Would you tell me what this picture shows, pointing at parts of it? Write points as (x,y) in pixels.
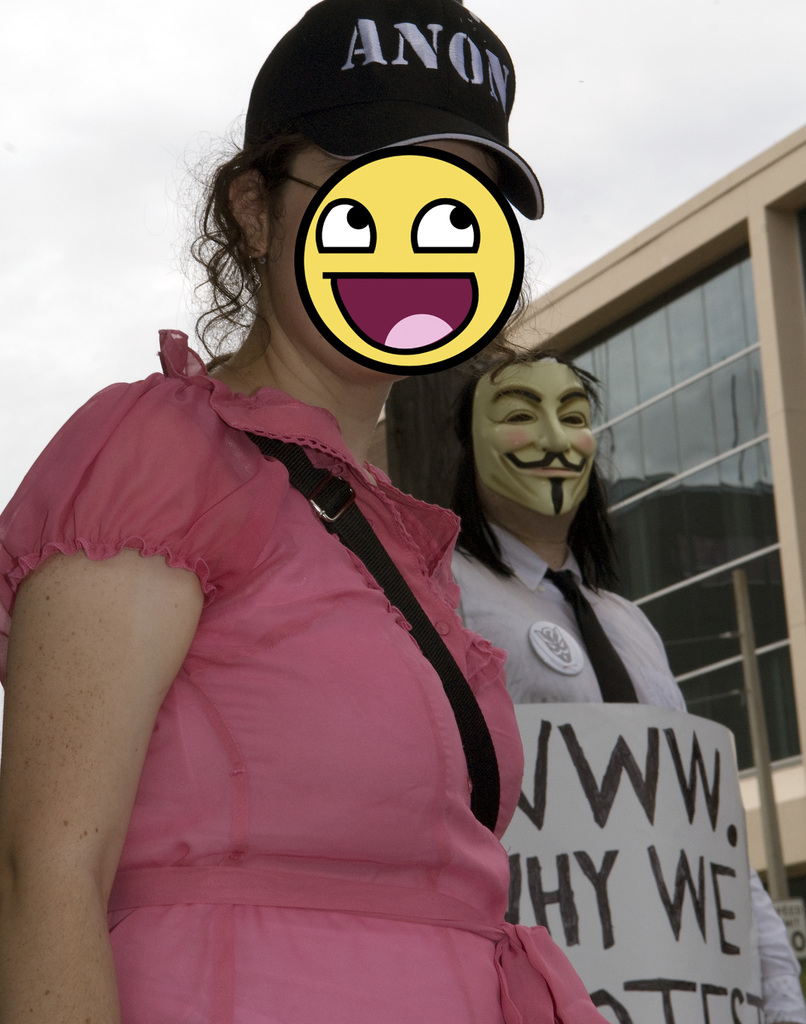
This is an edited image. I can see two persons (524,624) standing with a smiley face emoji (374,304) and a face mask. Among them one person (570,561) is holding a paper (656,884). In the background (645,472) there is a building (675,449) and the sky (188,236).
